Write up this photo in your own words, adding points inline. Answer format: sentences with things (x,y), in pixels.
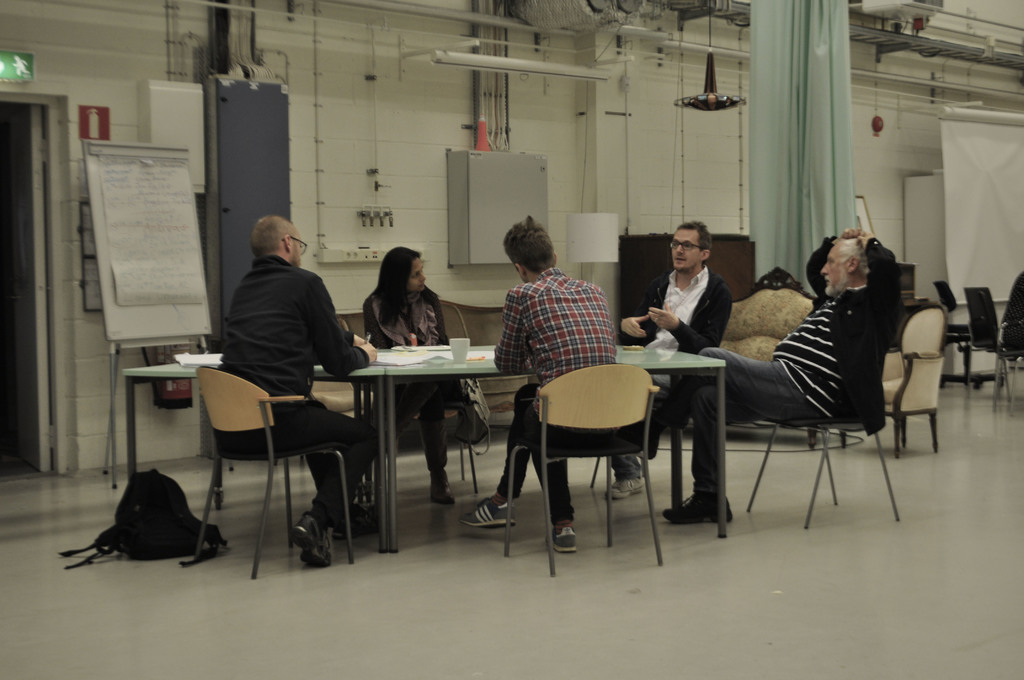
In this image there are people (537,371) sitting on the chairs (548,503). In front of them there is a table (382,448). On top of the table (379,401) there are papers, cup (467,358). Behind them there is a board (136,258). There are curtains (795,184). There is a lamp (585,240). On the left side of the image (5,158) there is a door (39,443). In the right side of the image (984,333) there are chairs (992,352). There is a banner (984,185). At the bottom of the image (708,609) there is a floor (718,629).
